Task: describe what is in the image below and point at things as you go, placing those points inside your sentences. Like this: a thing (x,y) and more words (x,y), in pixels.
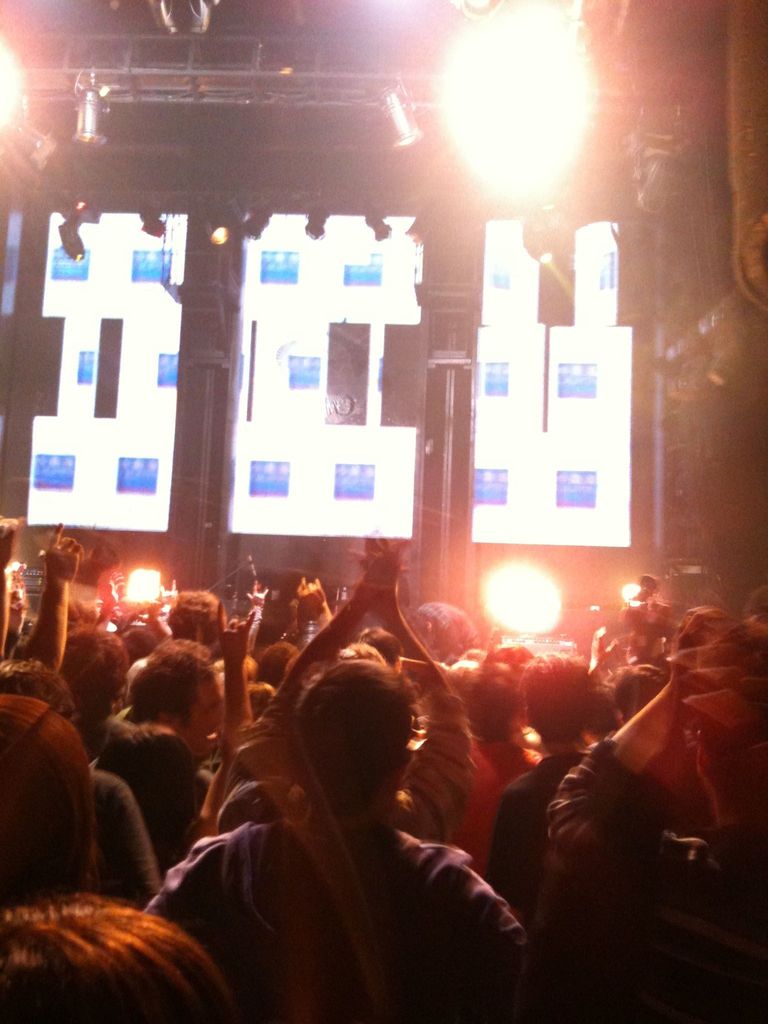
This picture is clicked inside the hall (23,249). In the foreground (393,849) we can see the group of persons (448,795). In the background (533,608) we can see the lights (524,618) and some pictures (342,467) on the screen (477,364) and we can see the metal rods (281,68), focusing lights (447,91) and many other objects (444,416).
